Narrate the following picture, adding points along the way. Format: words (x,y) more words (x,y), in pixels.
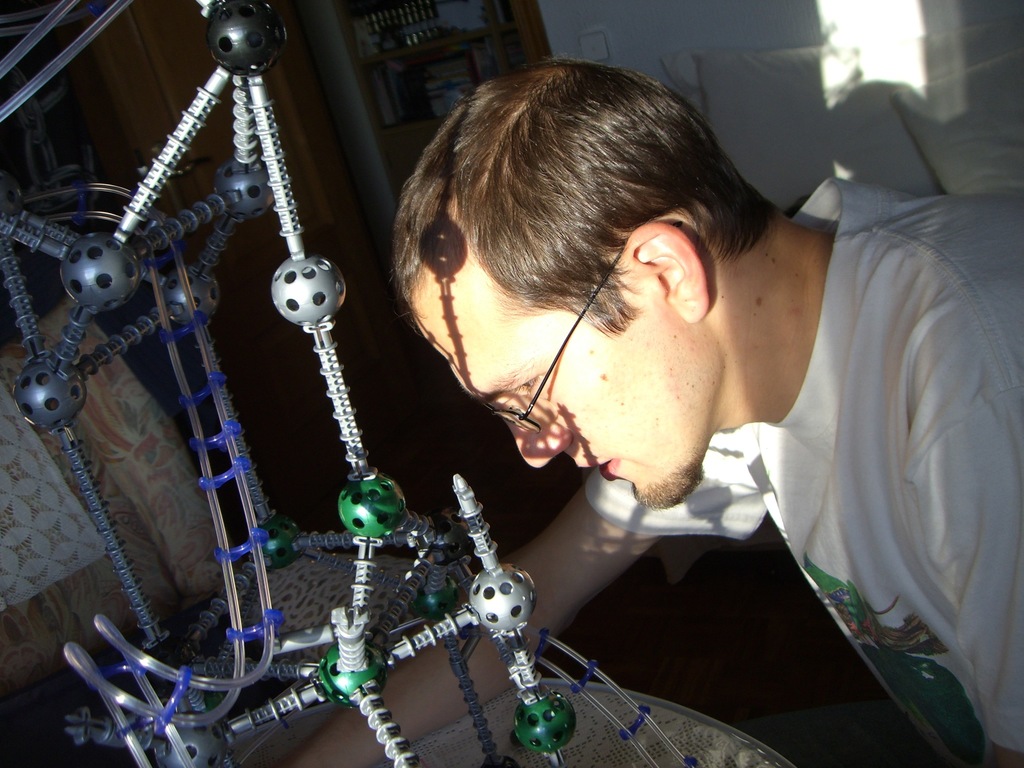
On the right (822,356) there is a person (929,504) in white t-shirt (931,647). On the left (341,413) there is an instrument (249,549) and there is a chair (140,480). In the background (405,71) there are bookshelf (373,65), door (184,47), pillow (767,95) and bed (727,138).
